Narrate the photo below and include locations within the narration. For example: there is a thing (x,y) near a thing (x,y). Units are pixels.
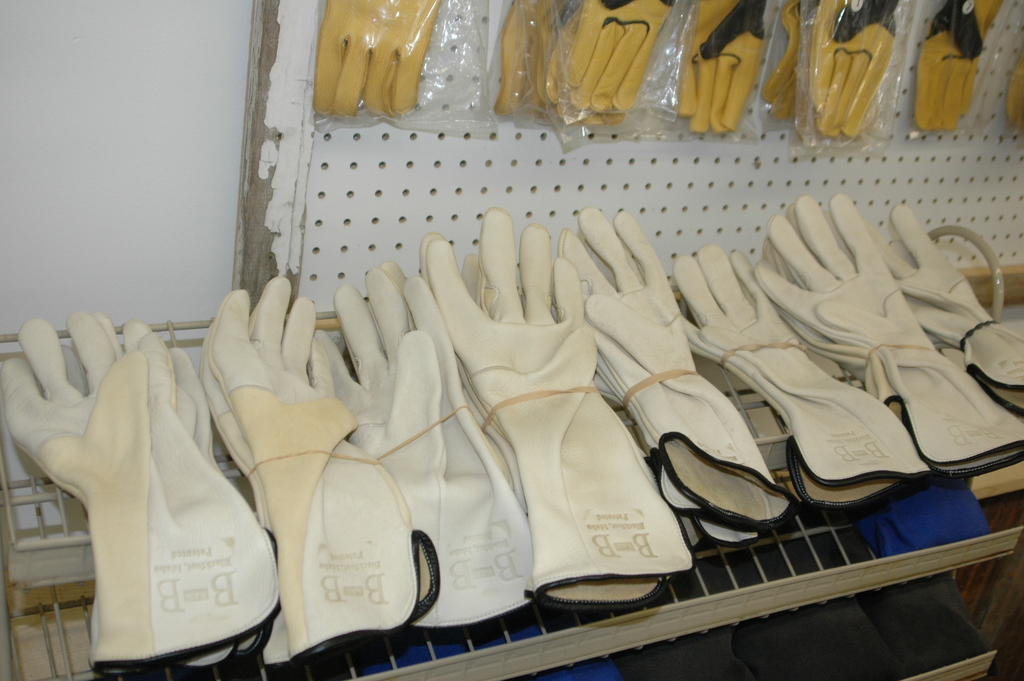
In this image on the rack (991,313) there are many gloves (507,421). On the wall (459,142) there are many yellow gloves (745,62) in packets (737,83). The wall (157,173) is white in color.
